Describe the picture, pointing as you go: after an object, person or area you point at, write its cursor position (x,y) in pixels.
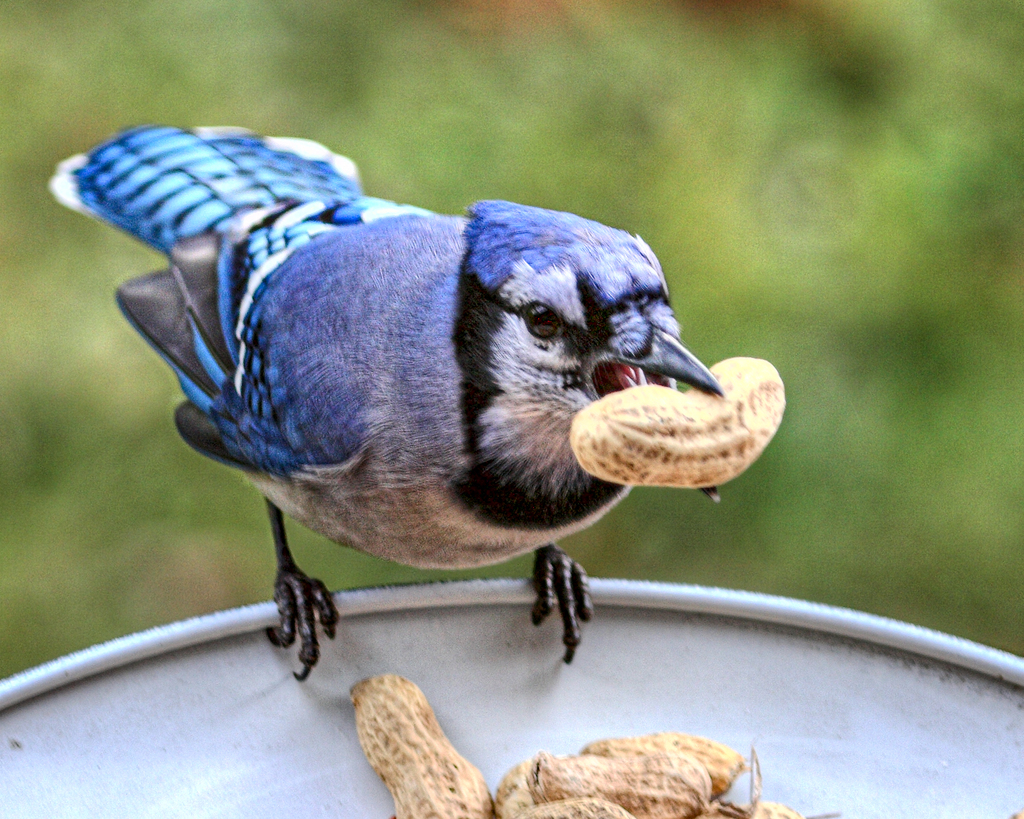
In the picture I can see a blue color bird (396,489) and we can see the peanut (654,399) in its mouth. Here we can see a few more peanuts (534,771) are placed in the white color surface (637,727). The background of the image (118,476) is blurred, which is in green color.
